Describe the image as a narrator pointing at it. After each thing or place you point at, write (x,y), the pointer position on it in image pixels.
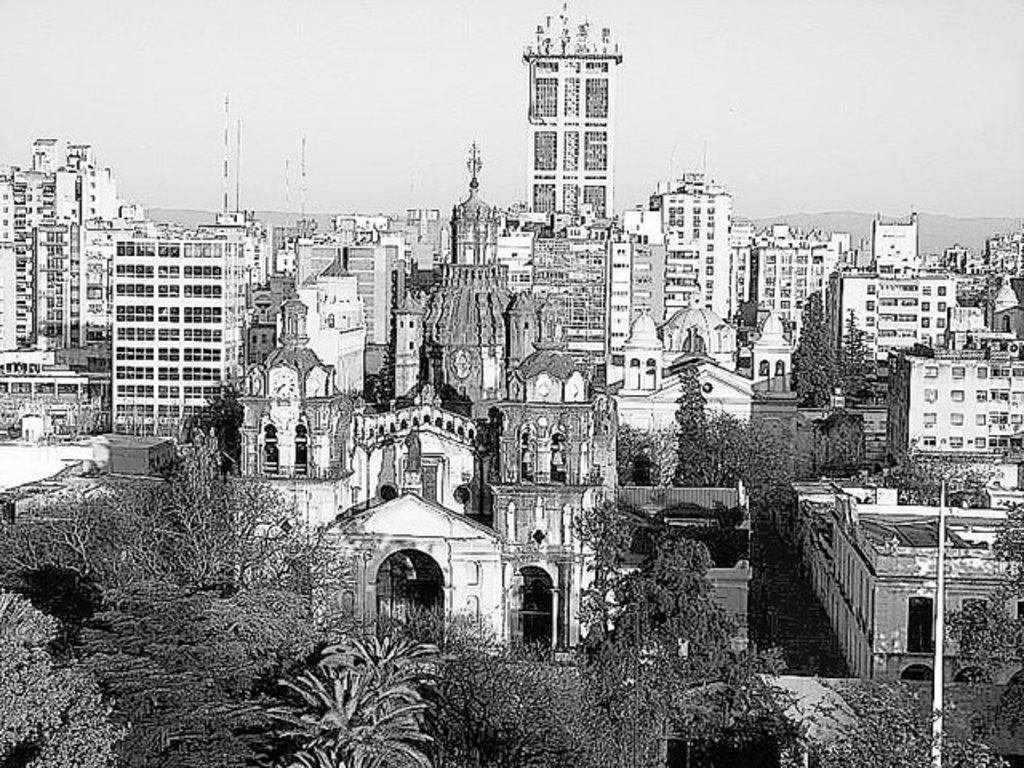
There are buildings (450,410) and trees (367,649), this is sky (368,105).
